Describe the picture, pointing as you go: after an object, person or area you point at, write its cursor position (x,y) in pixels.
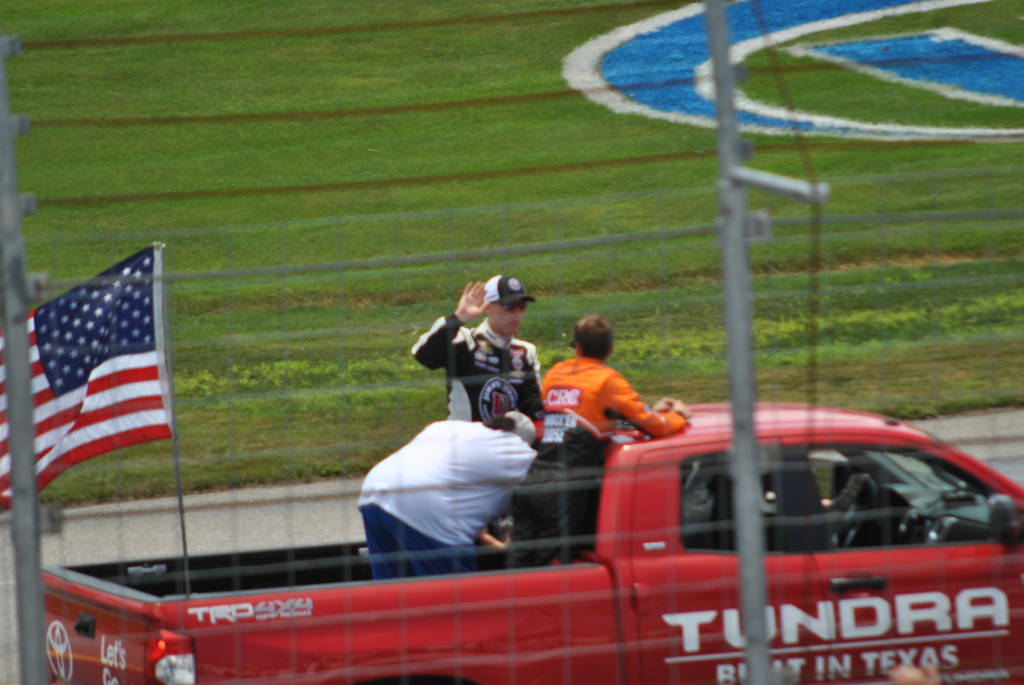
There is fencing (15,416), a flag (67,415) at the left (42,419). There are people (500,494) on a vehicle (796,442). There is grass (258,145) at the back (130,178).
